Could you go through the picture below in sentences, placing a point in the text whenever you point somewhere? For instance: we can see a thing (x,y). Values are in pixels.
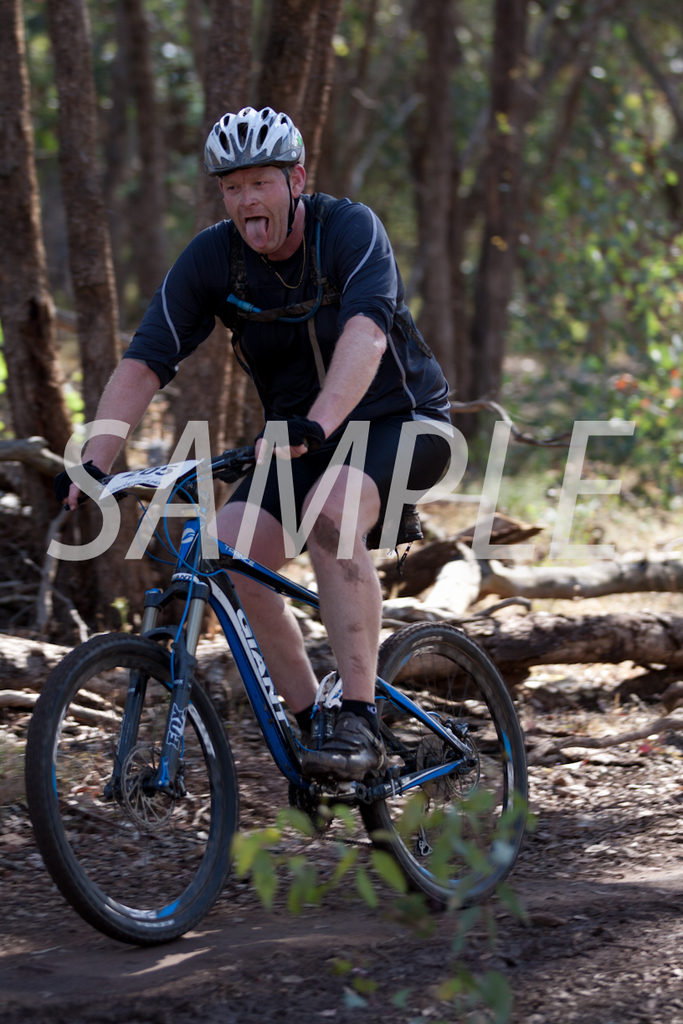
In this picture I can observe a man (332,388) cycling a bicycle (253,682) in the middle of the picture (251,496). He is wearing helmet (249,110). In the background (251,106) there are some trees (240,84). I can observe watermark (206,476) in the middle of the picture (347,537).
